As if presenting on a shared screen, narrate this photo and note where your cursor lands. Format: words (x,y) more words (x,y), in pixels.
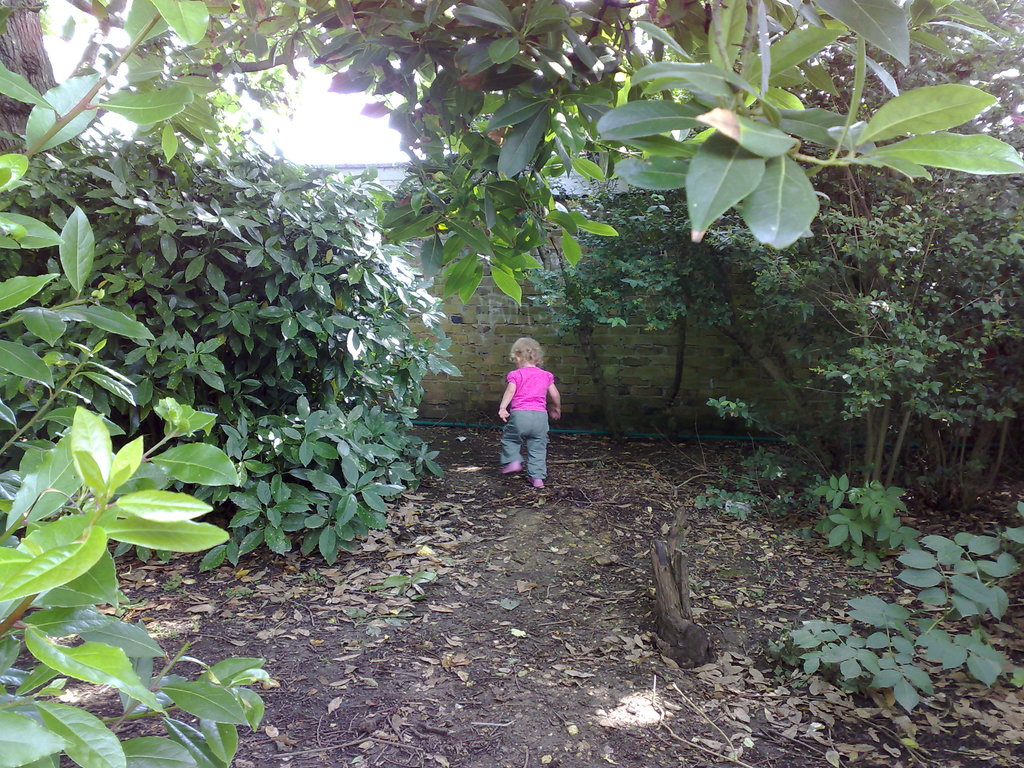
As we can see in the image there are plants (267,463), wall (446,319), tree (466,240), sky (351,136) and a child (509,449) wearing pink color dress (530,404).
